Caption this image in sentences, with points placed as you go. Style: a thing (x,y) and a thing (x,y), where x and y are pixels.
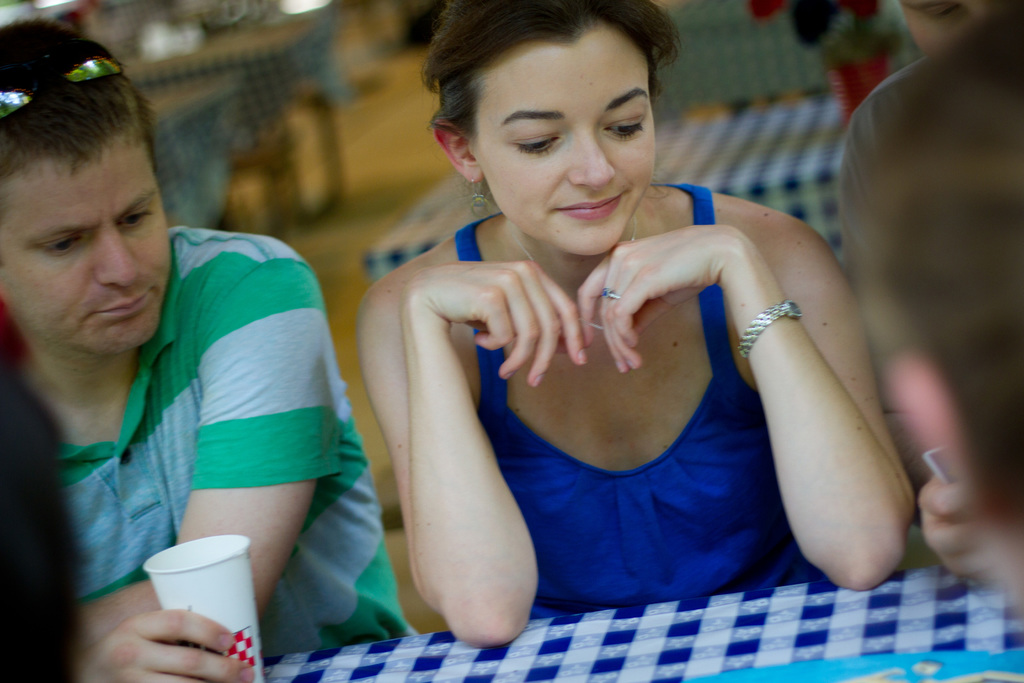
Here I can see few people (240,247) looking at the object (887,675) which is placed on the table (553,662). This table (648,659) is covered with a cloth (630,635). The man (165,410) who is on the left side (240,448) is holding a glass (209,598) in the hand (209,625). In the background (190,112) there are some more tables (322,146) placed on the floor (369,208). The background (349,239) is blurred.
